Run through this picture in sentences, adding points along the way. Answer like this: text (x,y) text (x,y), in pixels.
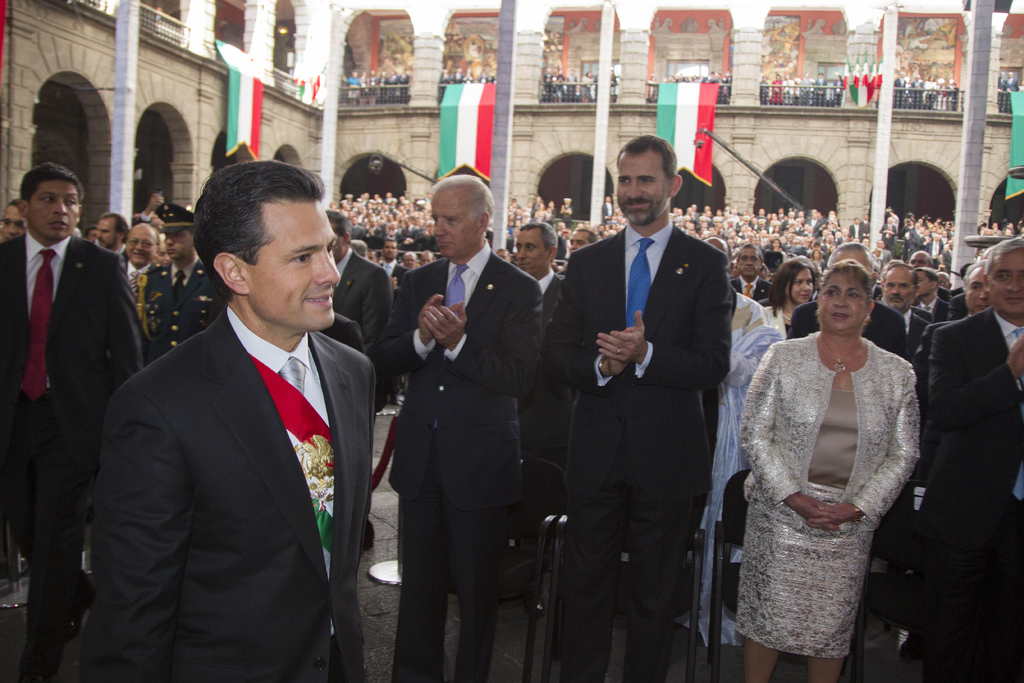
In this image I can see a group of people (612,238) standing and wearing different color dresses (262,412). I can see few flags (666,103), railing (352,100), building (950,134) and pillars (979,64).
